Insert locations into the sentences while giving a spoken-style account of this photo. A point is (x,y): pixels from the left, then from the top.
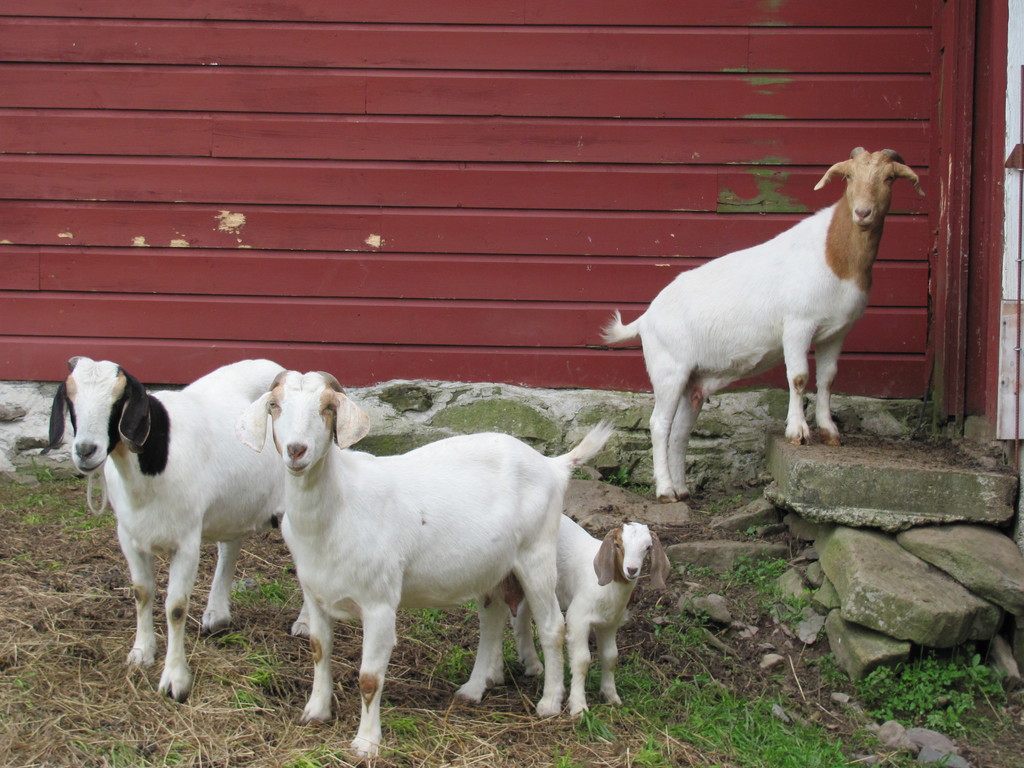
In this picture we can see some goats (361,483), grass (557,725) and stones (924,541). In the background of the picture (532,247) we can see the wall (402,142).
